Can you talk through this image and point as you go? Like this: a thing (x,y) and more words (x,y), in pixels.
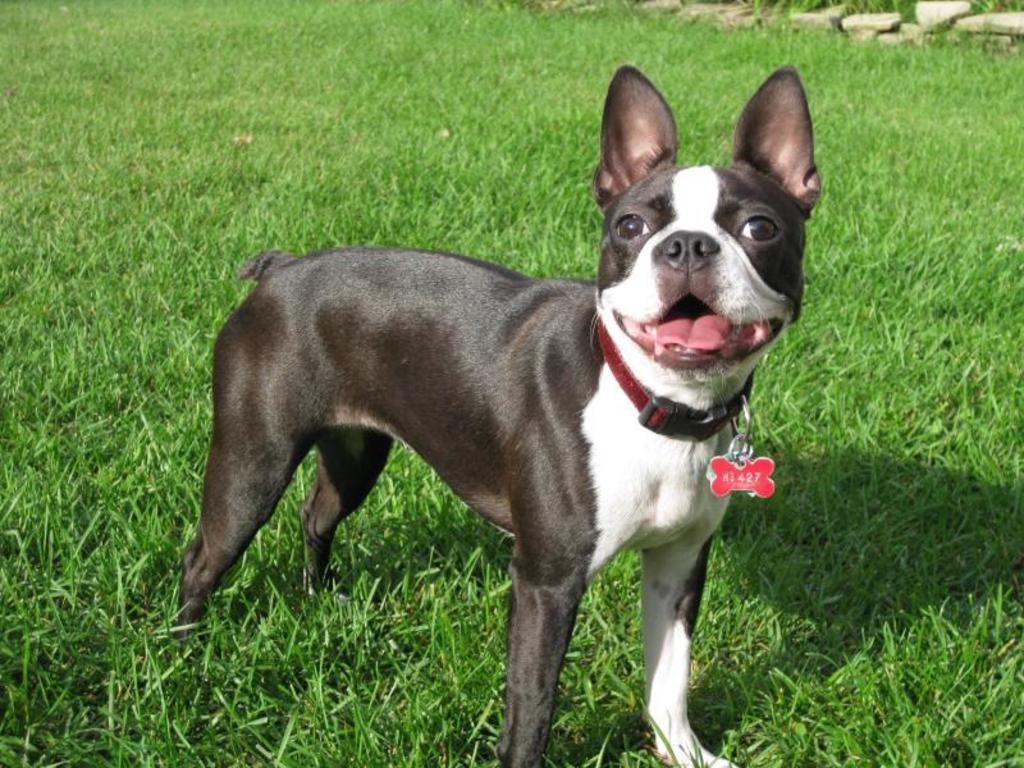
In this image there is a dog (530,308) standing on the grass (431,712).
